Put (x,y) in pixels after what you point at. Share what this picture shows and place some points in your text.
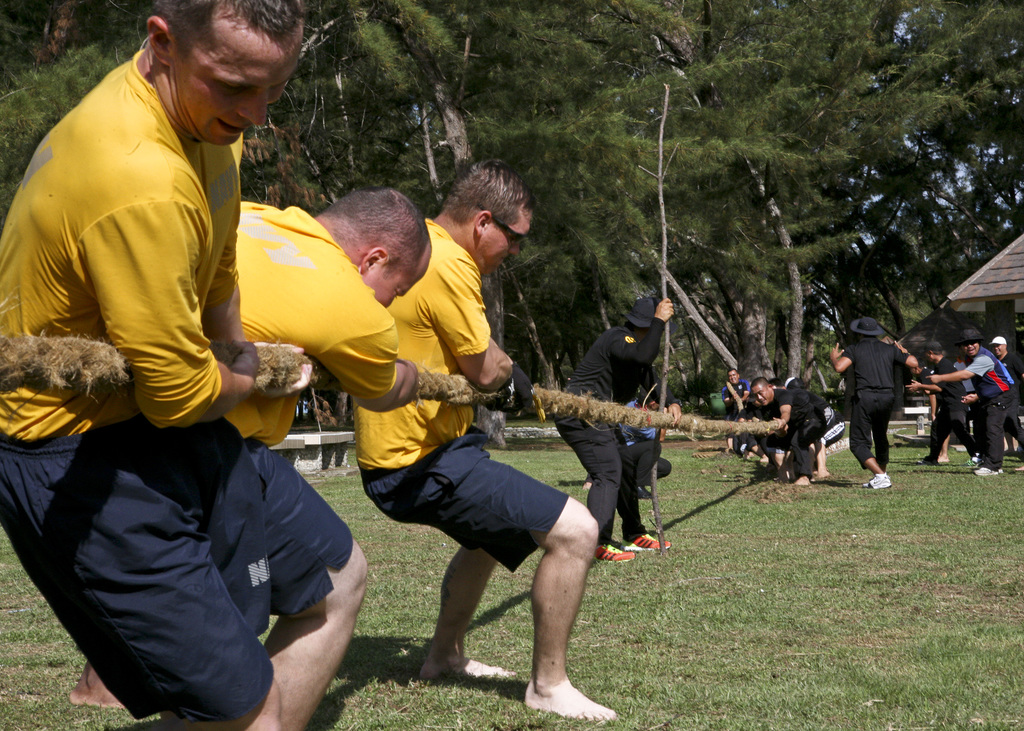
In this image, we can see persons (513,380) wearing clothes (899,355). There are some persons (386,335) holding a rope (631,417) with their hands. There is person (639,330) in the middle of the image (643,358) holding a stick (664,374) with his hand (663,308). There are some trees (545,83) at the top of the image (789,98). There is a grass (765,537) on the ground (621,585).
